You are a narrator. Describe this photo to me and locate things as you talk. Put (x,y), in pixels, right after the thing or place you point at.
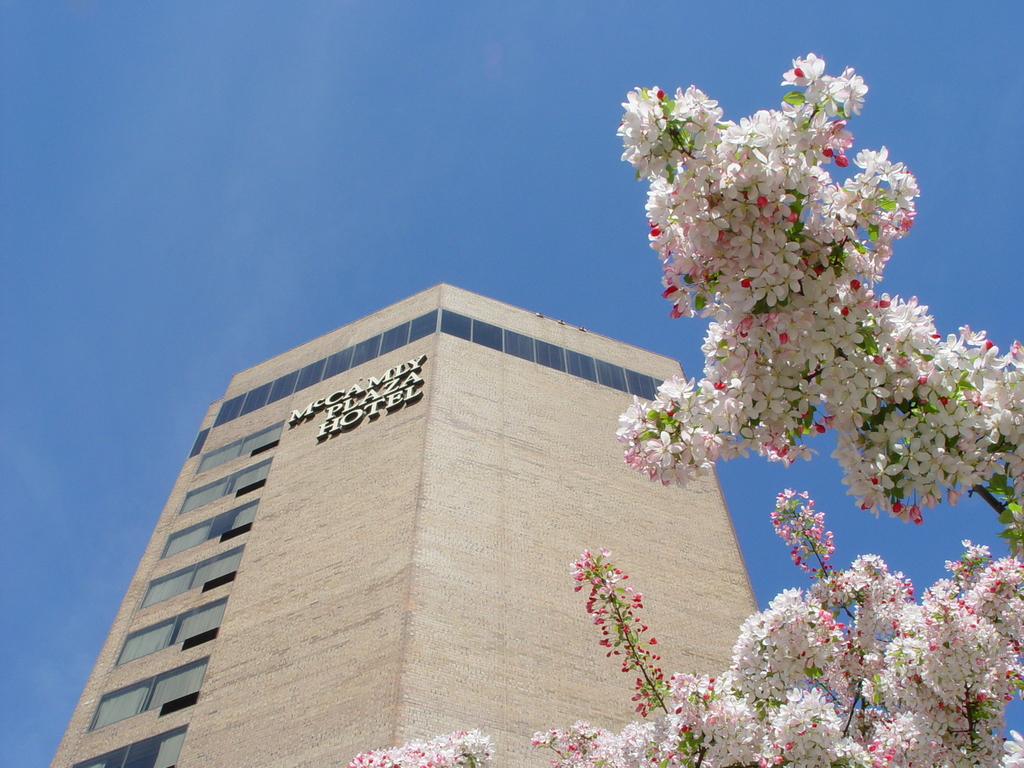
On the right side of the image (752,227) there are stems (967,705) with white and pink flowers (844,413). In the middle of the image (495,351) there is a building (387,726) with walls (464,555), glasses (387,352) and name (329,434) on it. At the top of the image (550,76) there is a sky (234,189).
